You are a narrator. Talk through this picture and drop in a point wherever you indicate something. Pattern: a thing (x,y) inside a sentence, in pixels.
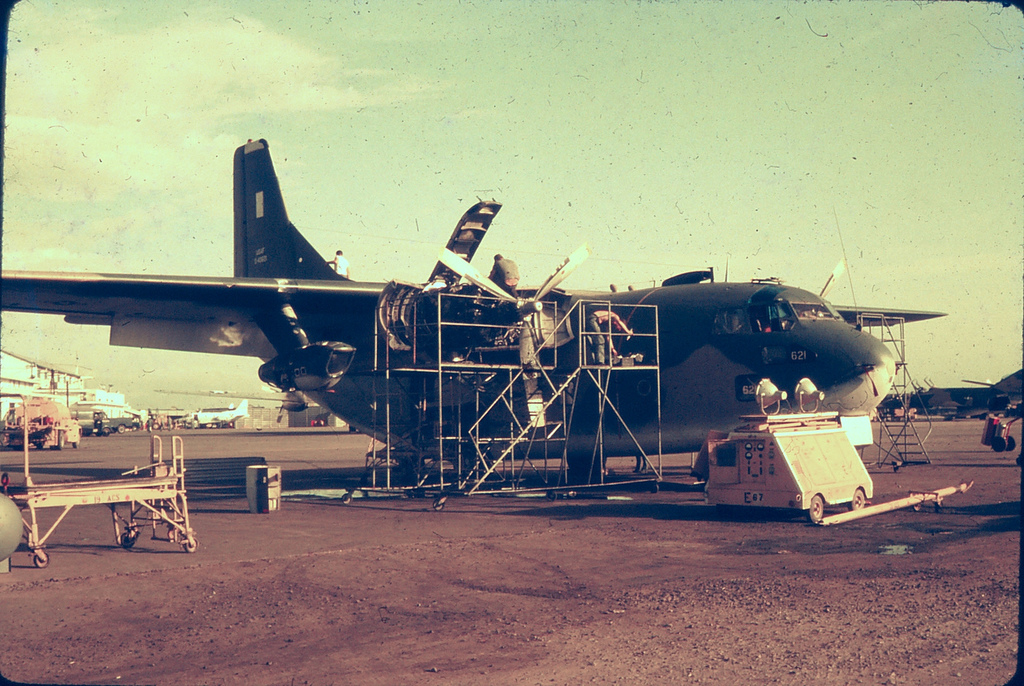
In this image we can see many aircrafts (640,371). We can see the sky (601,138) in the image. There are few people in the image. There are few objects (125,429) in the image.
